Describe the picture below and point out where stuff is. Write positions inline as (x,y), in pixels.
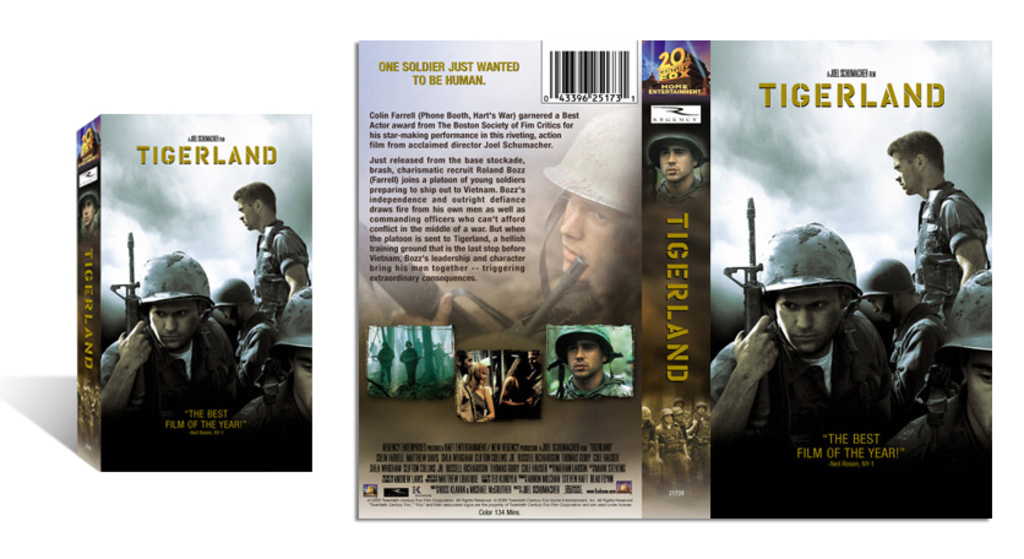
This is a cover page (433,176) on which 'tiger land' is written. There are people (990,286) and the background (277,483) is white.
